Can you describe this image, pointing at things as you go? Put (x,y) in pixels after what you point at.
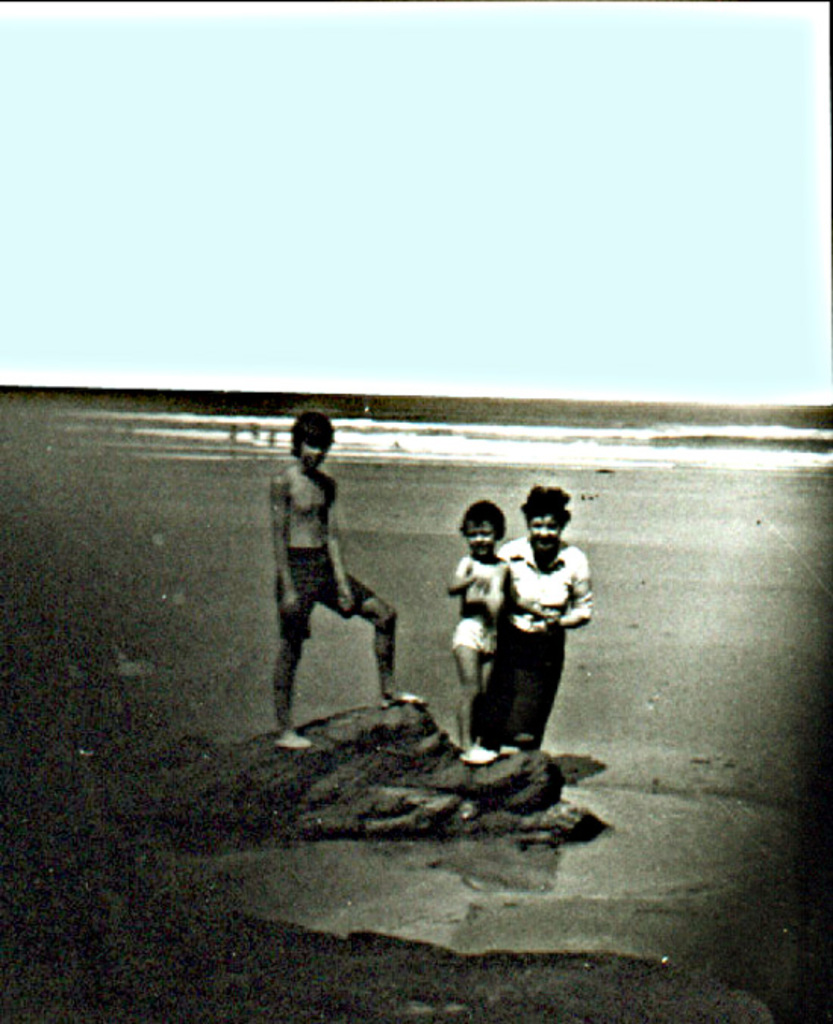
It is a black and white image, in the middle (294,537) a boy (286,727) is standing on a rock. On the right side (574,607) two persons (553,621) are smiling. At the top (678,211) it's a sky (673,223).
